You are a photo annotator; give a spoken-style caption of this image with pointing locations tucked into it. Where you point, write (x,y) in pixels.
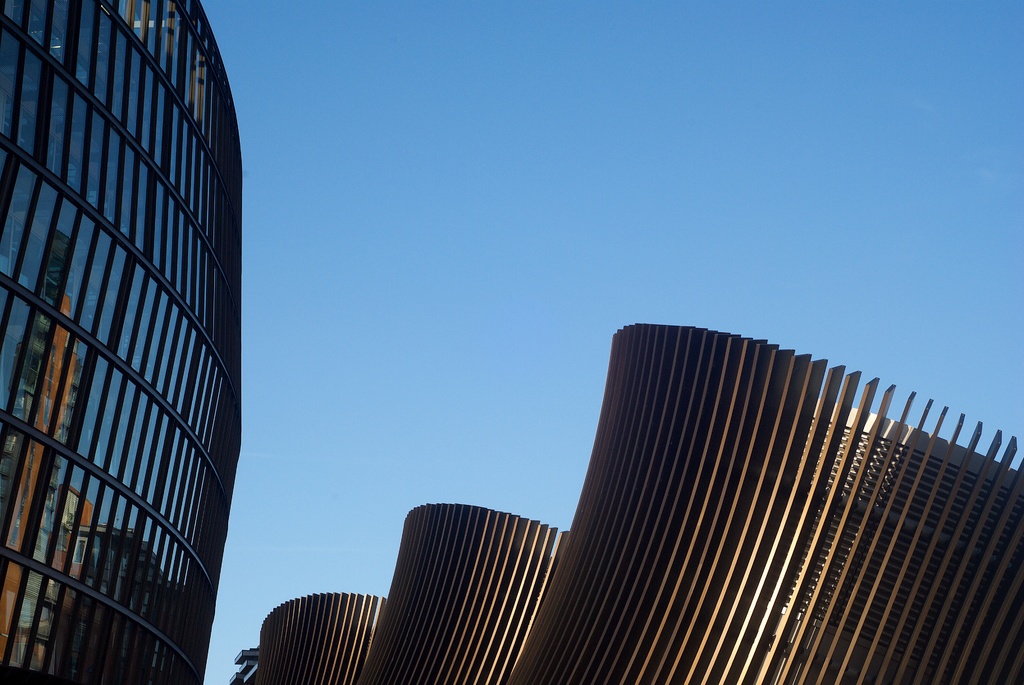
In this picture we can see buildings (133,138) and in the background (389,185) we can see the sky (548,220).
